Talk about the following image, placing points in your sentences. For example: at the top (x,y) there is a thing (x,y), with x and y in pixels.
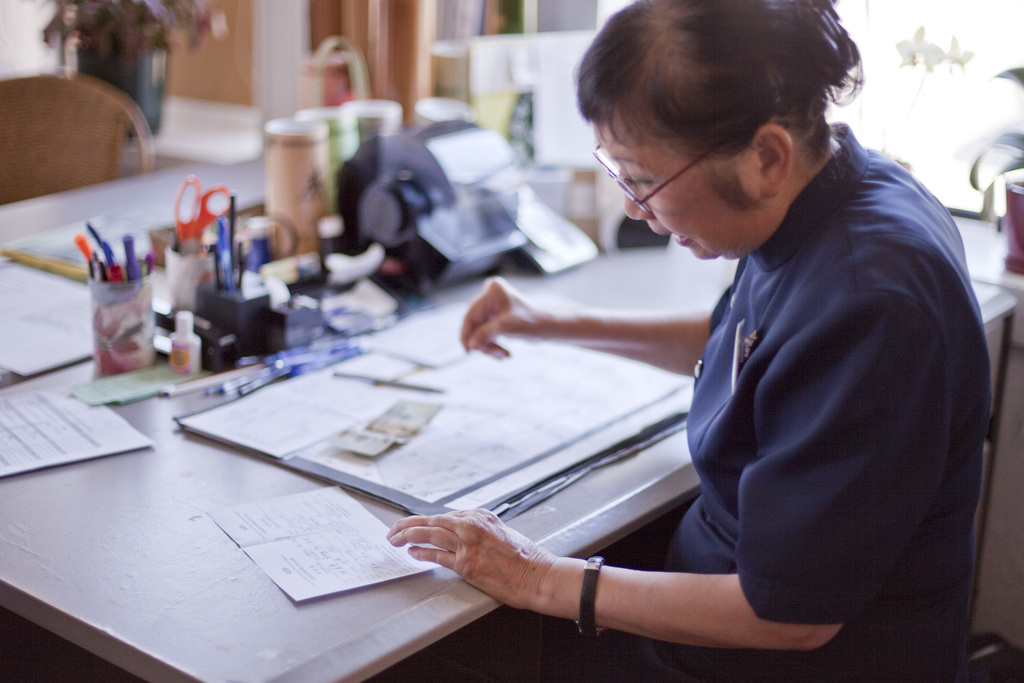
In this picture we can see a woman (713,398) sitting. In front of the woman (742,512) there is a table (230,570) and on the table (230,591) there are papers (282,445), scissors (192,224), pens (127,266), pen stand (113,295) and some blurred objects (420,153). On the right side of the woman (843,223) there is a houseplant (1014,143) and in front of the table (108,199) there is a chair (63,163) and another houseplant (108,29).
